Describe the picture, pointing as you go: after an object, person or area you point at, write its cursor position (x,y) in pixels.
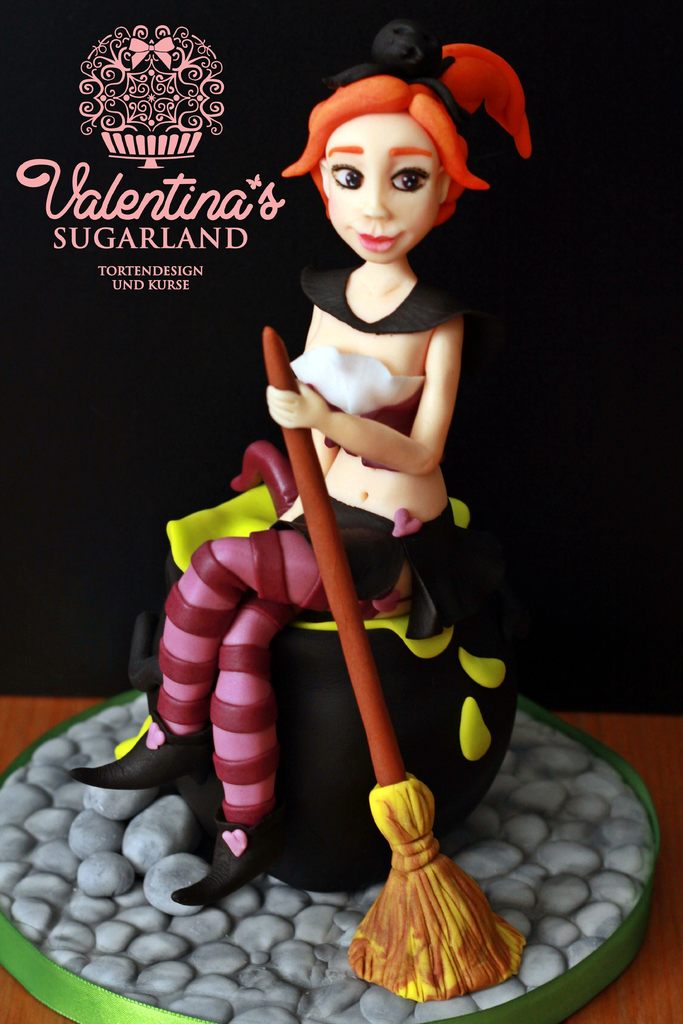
This is a poster and in this poster we can see a doll (384,143) on the surface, some text (202,233) and in the background (222,258) it is dark.
